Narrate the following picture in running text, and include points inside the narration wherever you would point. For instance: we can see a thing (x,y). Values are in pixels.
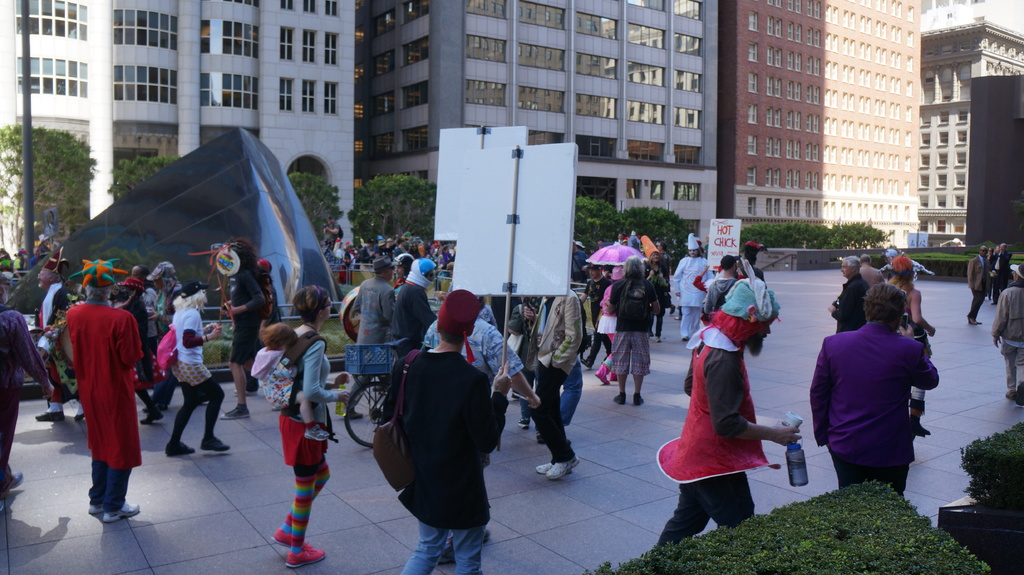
In this image I can see people (416,290) among them some are holding placards (503,271), bicycles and other objects (390,365). In the background (753,232) I can see trees (755,235), plants (923,548), a pole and buildings (659,68).
